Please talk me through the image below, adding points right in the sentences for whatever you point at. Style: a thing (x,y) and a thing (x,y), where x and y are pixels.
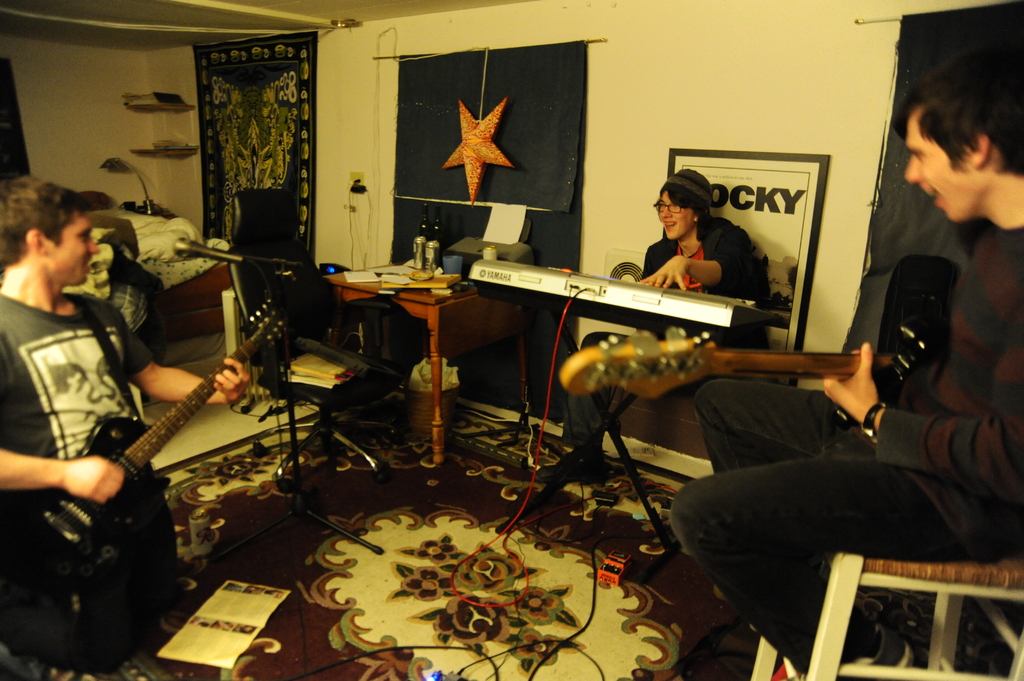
The picture is inside a room (565,472) there are total three men (811,422) the first person (127,380) is wearing a guitar (137,469), the second person (670,219) is playing piano (661,283) and other person (924,548) is also playing the guitar (599,375) to the left side (334,328) there is a table (433,297) and there are some equipment (414,269) on the table (421,310) there is a chair (380,359) beside that and some books (335,367) on the chair (368,382), in the background (200,299) there is a bed (167,218), beside that there is a wall (94,88) and some books (173,94), to the right side there is a curtain (252,137) and switch board (358,178) to the wall (341,179).
